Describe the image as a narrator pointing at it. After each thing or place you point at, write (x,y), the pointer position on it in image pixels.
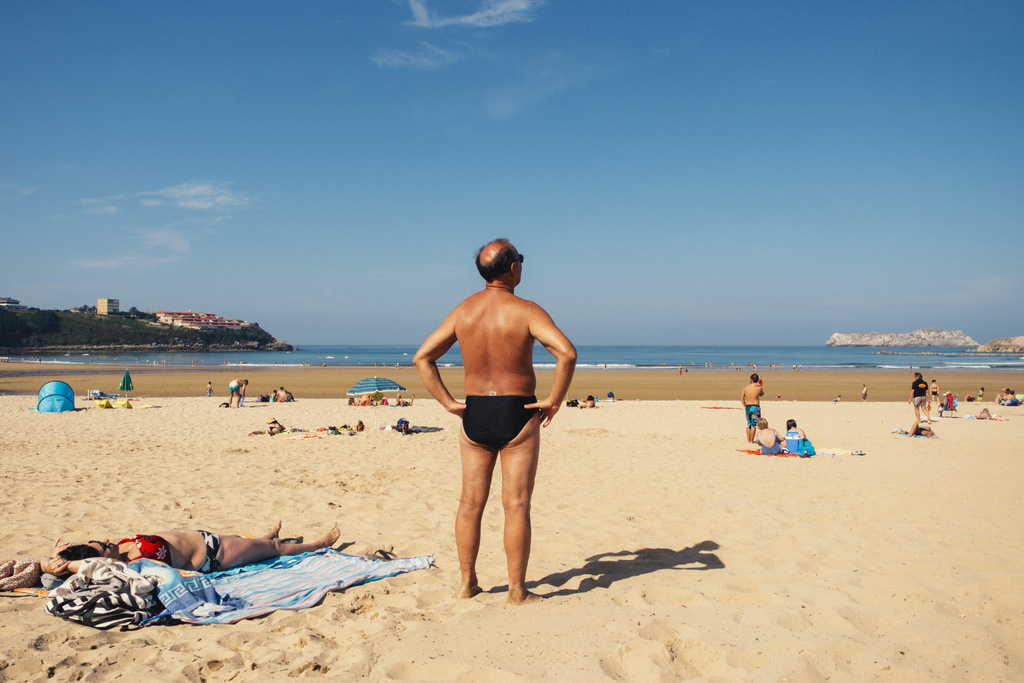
In the foreground of this picture (492,434), there is a man (472,504) standing on the sand (546,600). In the background (404,329), we can see persons (360,430) on the sand (852,382), water (718,348), buildings (229,327), trees (69,323), sky (679,188) and the cloud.
